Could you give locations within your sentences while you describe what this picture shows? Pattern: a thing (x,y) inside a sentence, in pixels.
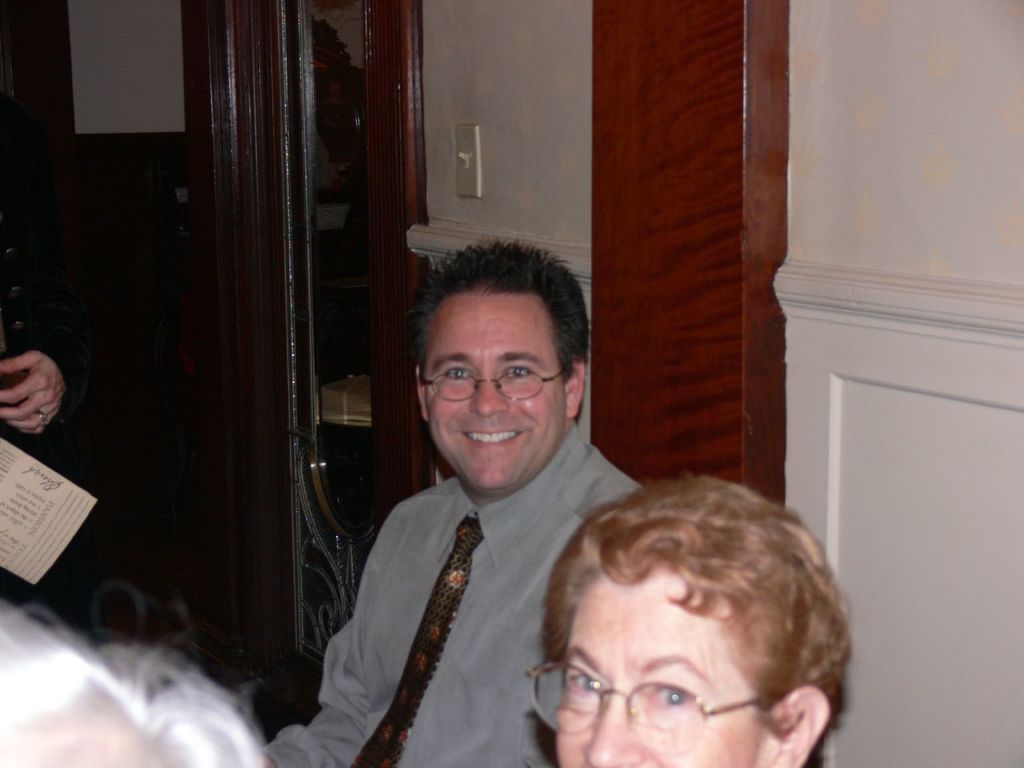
This is the picture of a room (635,284). In this image there are two person (494,490) sitting and smiling and there is a person (58,572) standing and holding the paper (63,506). At the back (264,648) there is a switch board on the wall (556,187) and there is a door (242,514).
